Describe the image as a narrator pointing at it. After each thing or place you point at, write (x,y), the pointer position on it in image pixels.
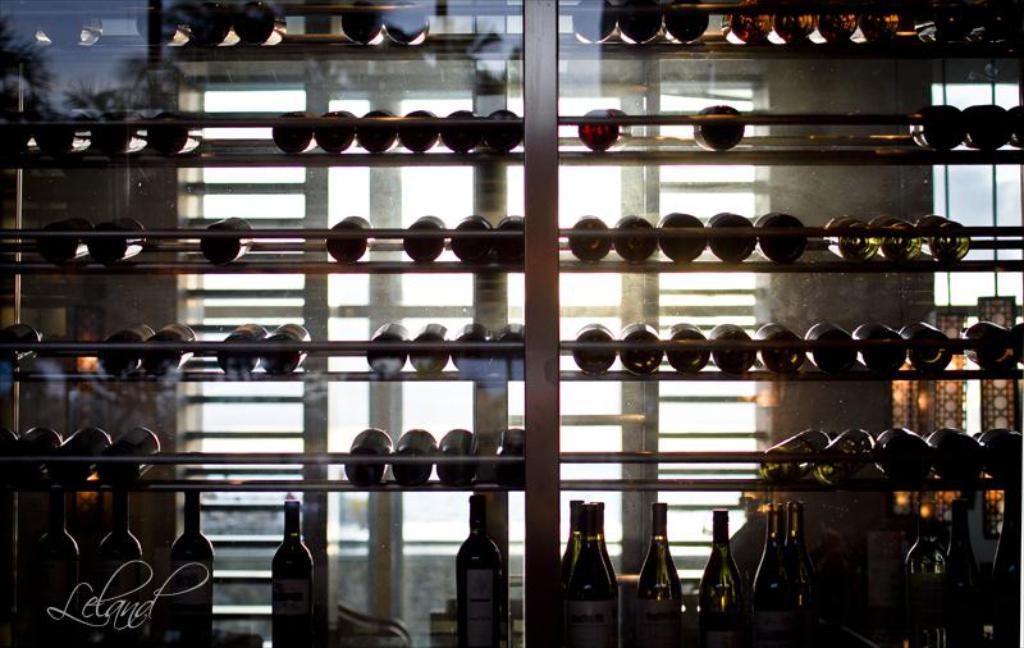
In this image there are a few bottles (363,442) on the racks (539,379), at the bottom of the image (122,602) there is a text (138,570), behind the rack (335,267) there is a window (367,206) with grills (274,396).
